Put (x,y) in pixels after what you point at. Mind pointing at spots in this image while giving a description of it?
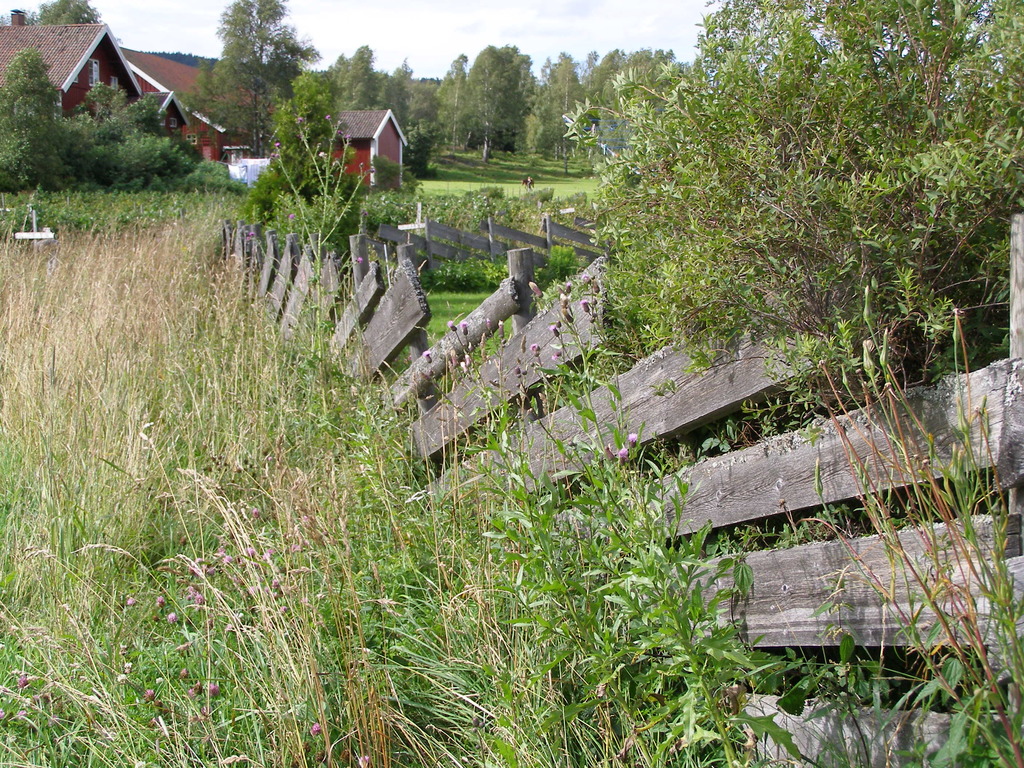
We can see grass (235,419), plants (151,710) and fence (745,399). On the background (294,80) we can see houses (132,79), trees (312,118) and sky (480,47).
